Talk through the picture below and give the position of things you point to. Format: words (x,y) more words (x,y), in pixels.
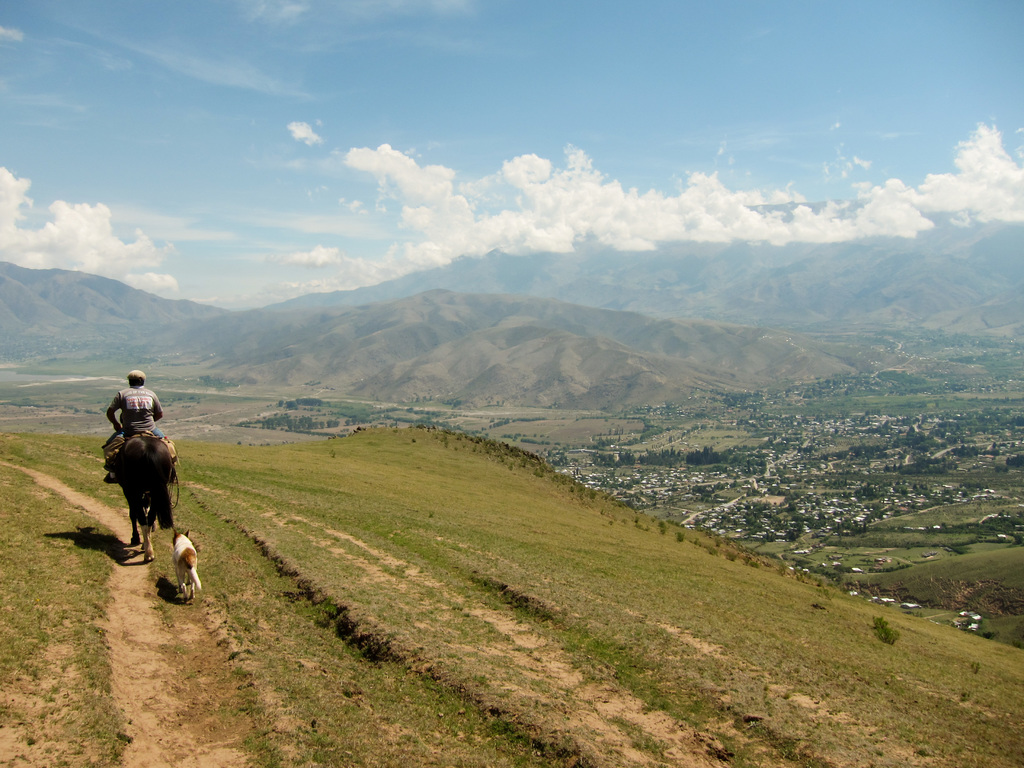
In this image on the left side (133,425) there is one person (144,403) who is sitting on a horse (139,492) and riding, and beside the horse (136,475) there is one dog (191,575). At the bottom (377,604) there is grass (380,654) and sand (133,570), and in the background (701,374) there are some mountains (959,304), houses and trees (962,423). At the top of the image (433,150) there is sky (464,173).
